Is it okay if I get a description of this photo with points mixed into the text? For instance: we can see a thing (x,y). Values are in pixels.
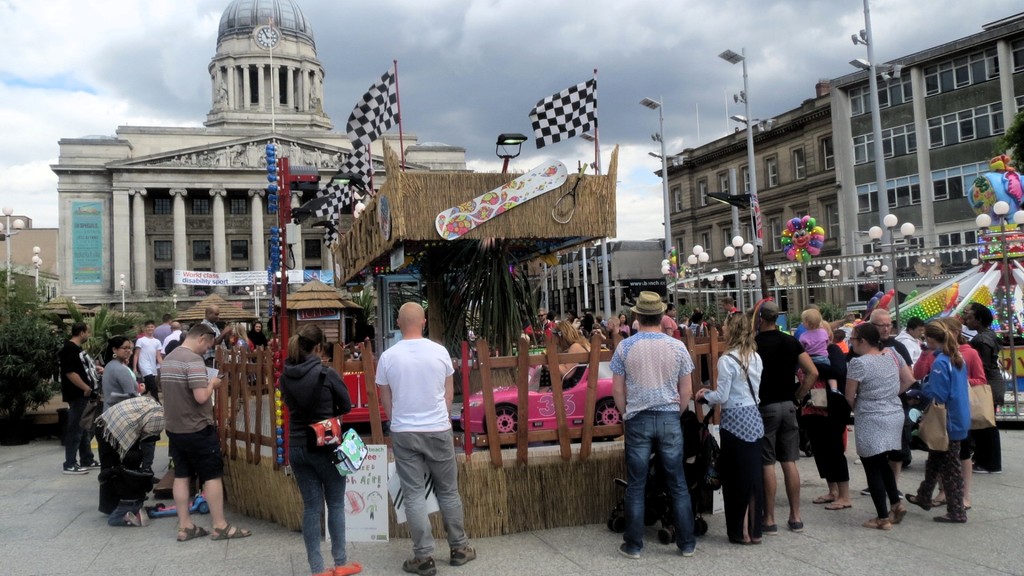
In the foreground of this image (439,243), there is a hut (430,283) and few toy cars (508,397) moving around it. We can also see many people (125,402) standing around this hut (561,502) and few buildings (791,168) in the background (338,143) and flags (382,125) on the hut (405,187). On the top (585,149), there is the sky (694,99).
